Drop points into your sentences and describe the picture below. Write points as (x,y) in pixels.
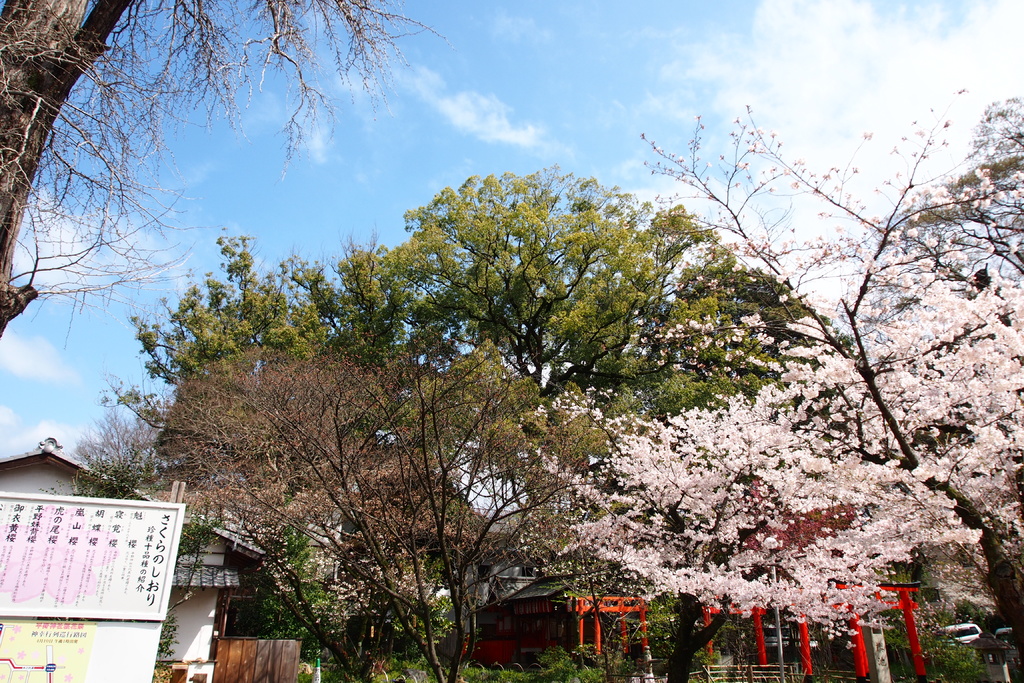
In this image I see number of buildings (36,462) and I see the board (97,586) over here on which there is something written and I see number of trees (546,259). In the background (939,17) I see the clear sky (626,104).
